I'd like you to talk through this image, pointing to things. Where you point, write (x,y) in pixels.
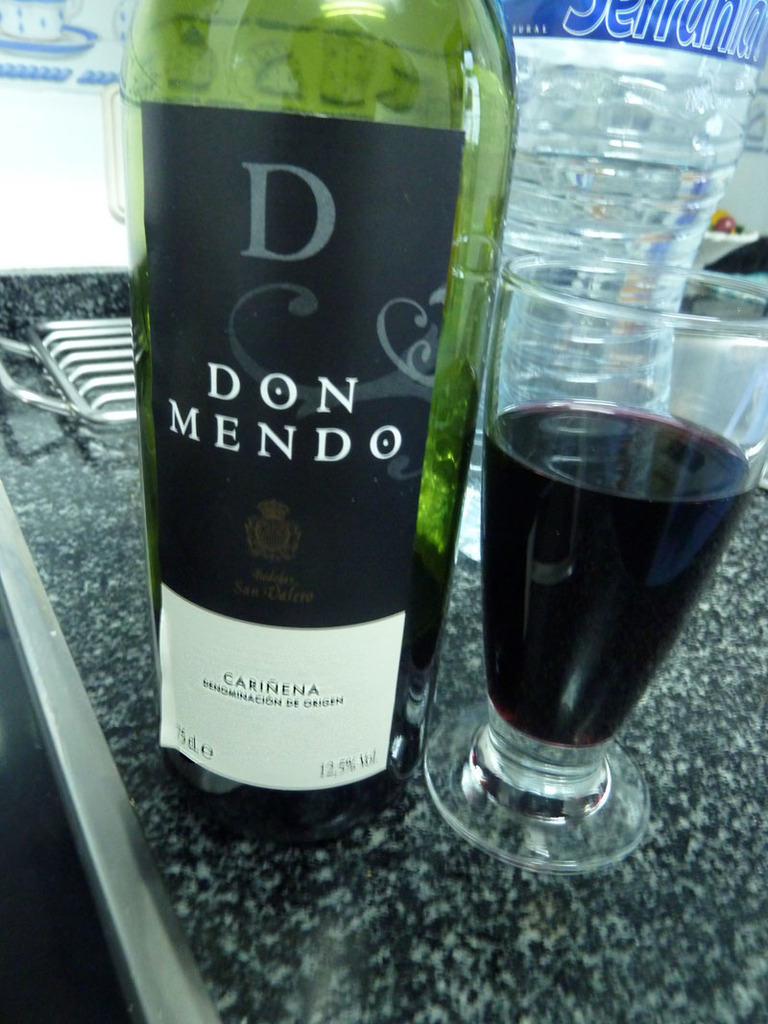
In this image we can see a wine bottle (346,770), a water bottle (511,258) and a glass of wine (757,296).
